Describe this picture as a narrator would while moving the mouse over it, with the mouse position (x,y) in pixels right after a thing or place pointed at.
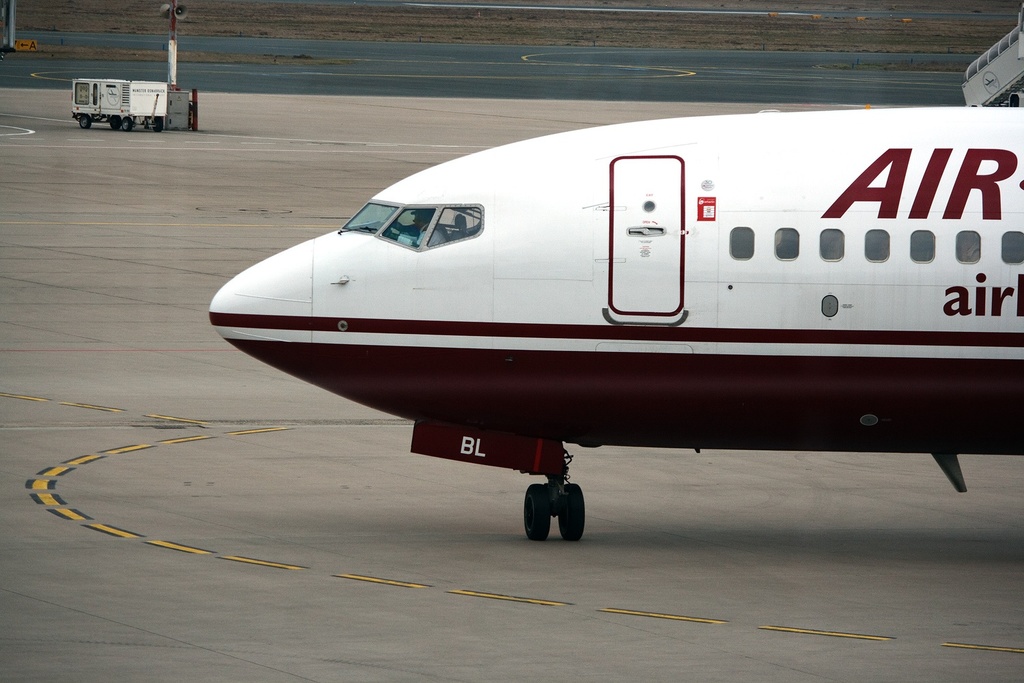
In this image, I can see an airplane (779,353) on the runway (430,529). Here is a person (414,232) in the cockpit (435,231). I can see a door (624,280), windows (406,243) and wheels (572,493) of an airplane (439,245). This looks like a ground support equipment (121,111), which is on the runway (161,157).
